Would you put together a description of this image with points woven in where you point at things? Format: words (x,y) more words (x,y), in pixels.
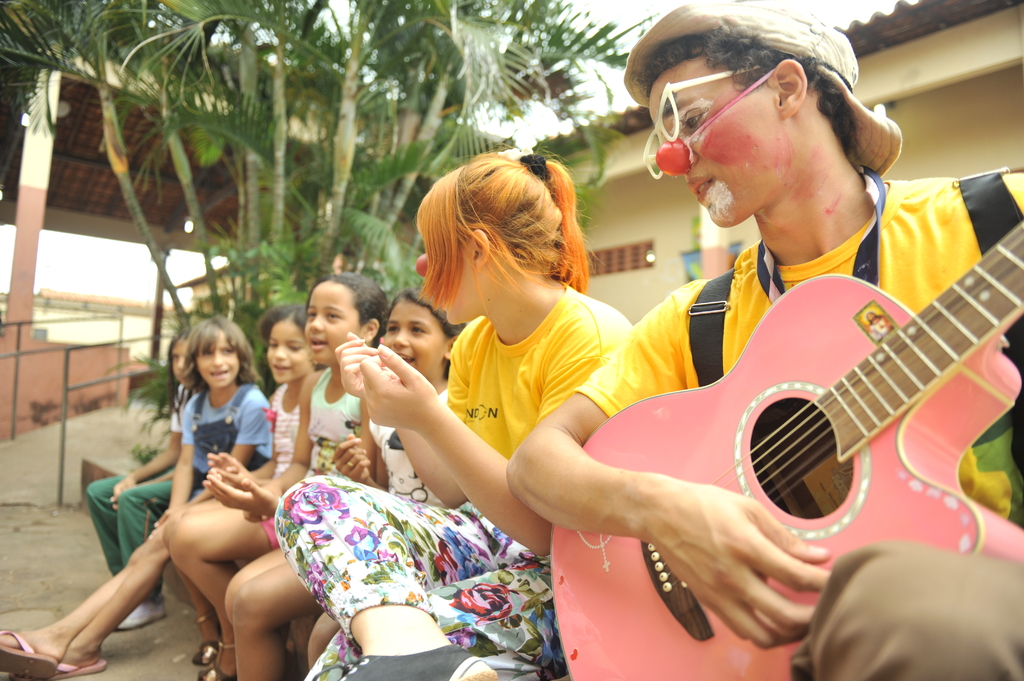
In this image I can see few people (94,487) sitting and over here I see a man (957,194) who is holding a guitar (974,271) in his hand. In the background (536,11) I see a house (1002,41) and few trees (511,112).
